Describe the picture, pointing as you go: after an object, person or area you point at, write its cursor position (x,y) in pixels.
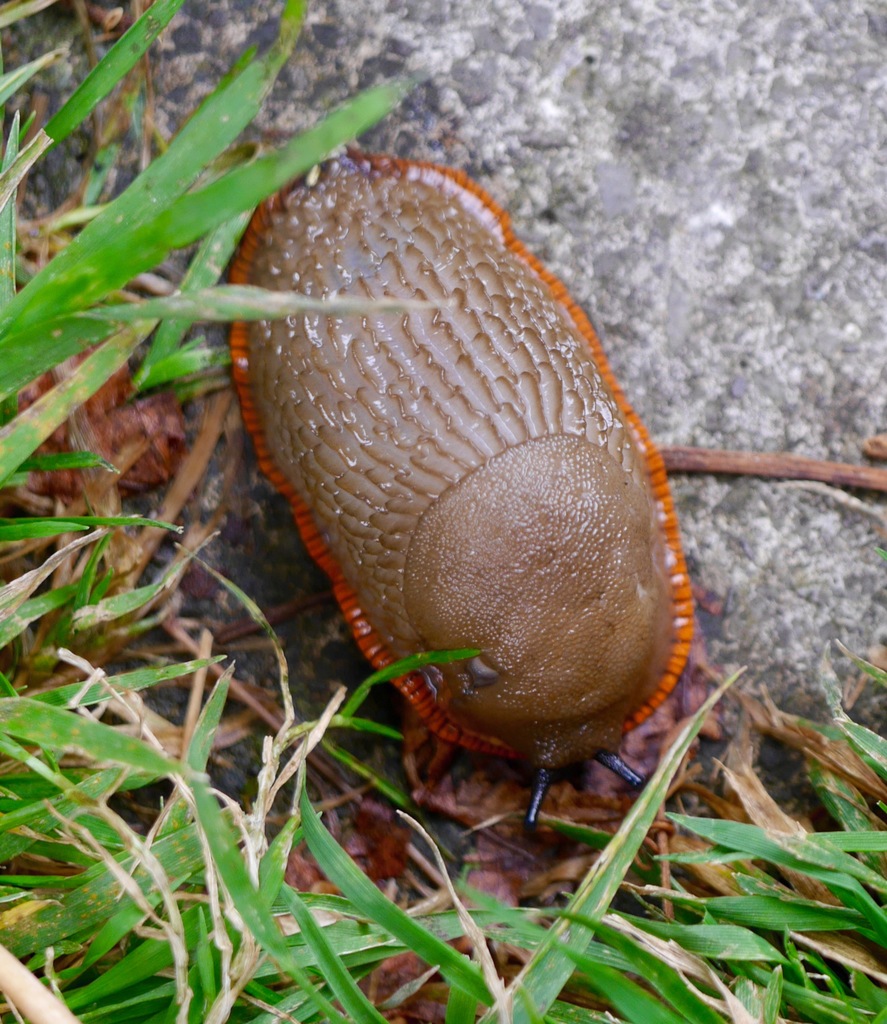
In the middle of the picture (393,516) there is a slug (412,453). At the bottom (752,889) we can see grass (44,402). Towards right (726,287) there is a rock like object (705,227).
